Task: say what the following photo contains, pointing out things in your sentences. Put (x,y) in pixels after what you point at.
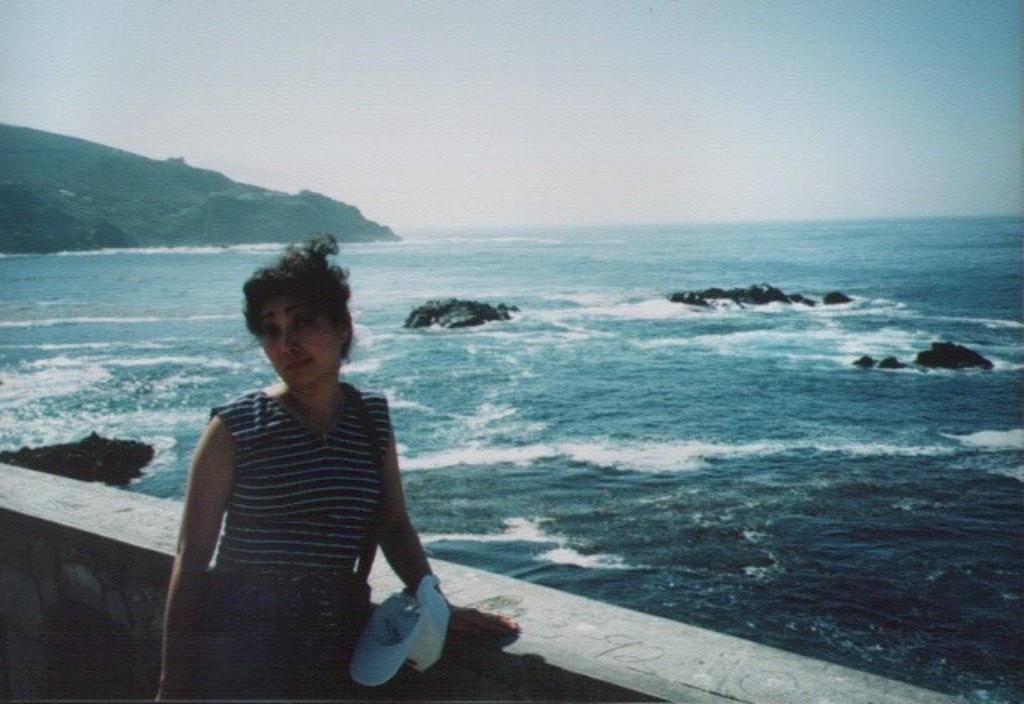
In the picture we can see a woman (239,437) standing near the wall (46,530) and behind the wall (518,666) we can see the water surface (875,244) and far away from it we can see the hill slope (28,189) and the sky (428,173).
